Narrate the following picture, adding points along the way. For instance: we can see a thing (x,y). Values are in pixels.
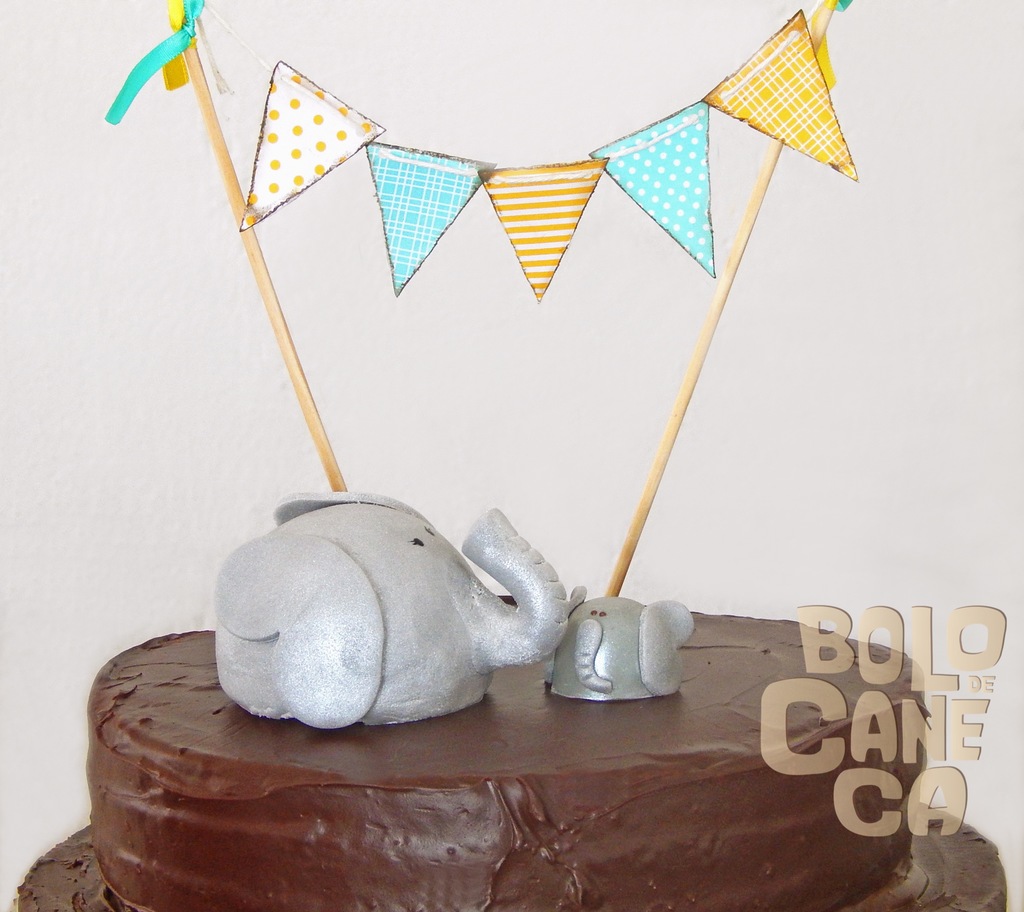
In this image there is a cake (533,752) on which there are two statues (413,627) of an elephant faces (464,637). On the cake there are two sticks (696,351). In between the sticks (211,131) there are flags (585,172). On the cake (292,749) there is cream (140,768).
